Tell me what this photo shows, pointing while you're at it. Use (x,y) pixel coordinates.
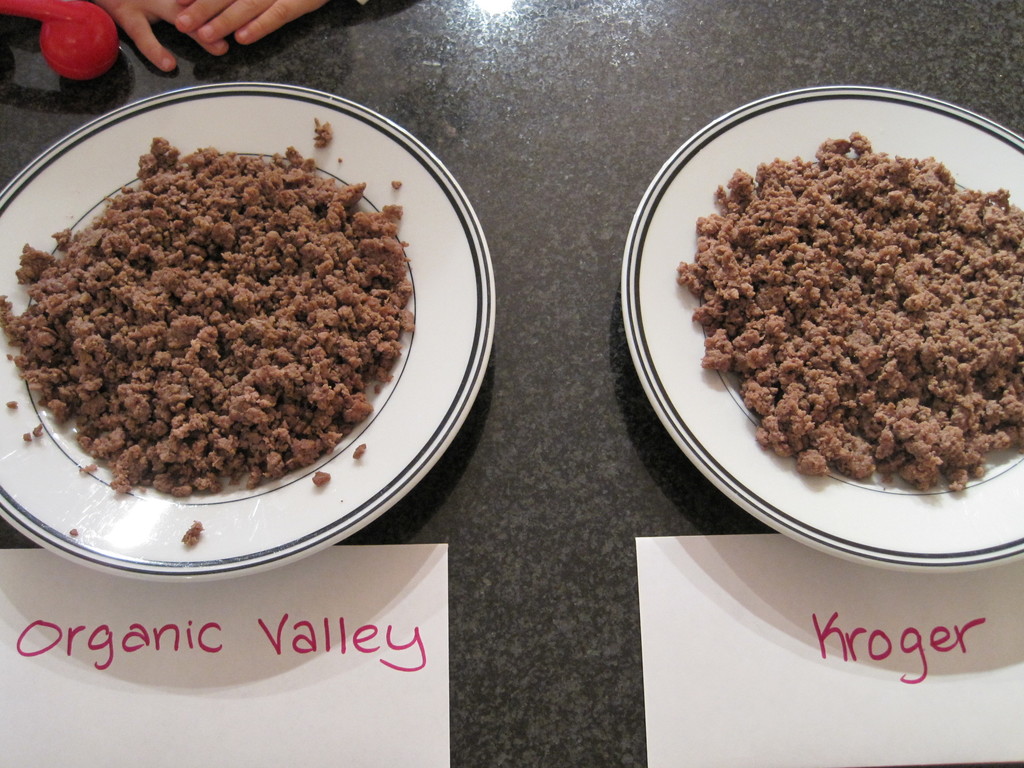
In the image we can see human fingers (227,17) and there are two plates (642,353) and food (250,355) on the plate (665,356). Here we can see white papers (443,730) on it there is a text (950,650) and black surface (577,242).
